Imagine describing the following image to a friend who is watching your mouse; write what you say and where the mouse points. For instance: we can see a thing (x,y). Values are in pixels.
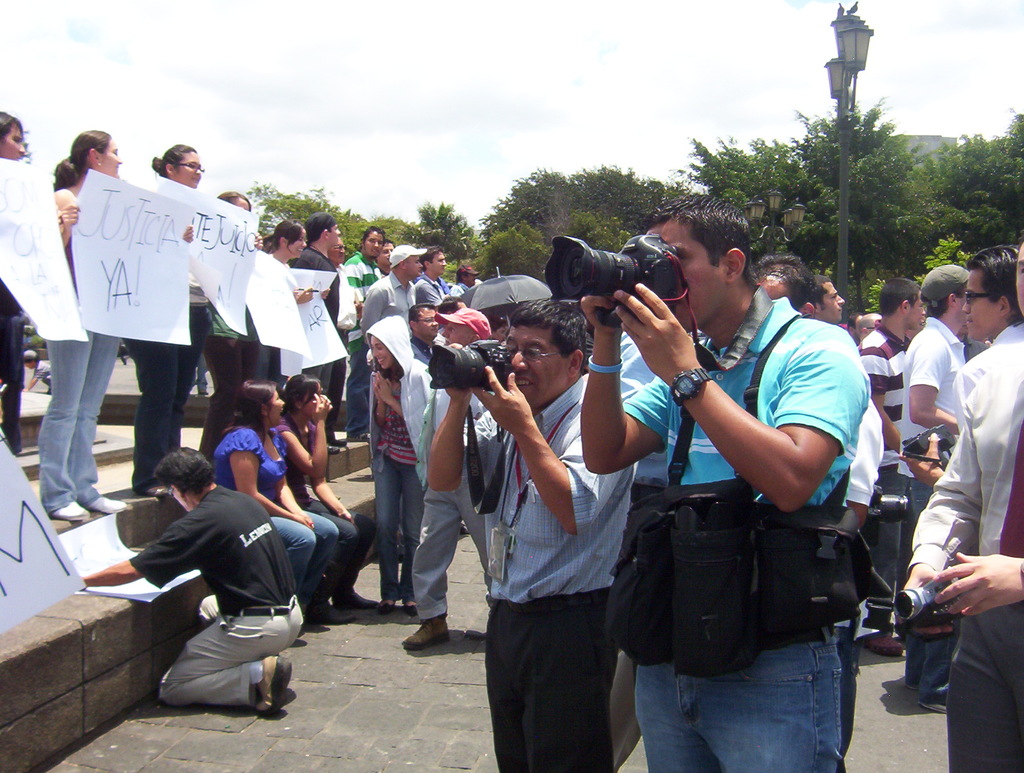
In the center of the image (552,482) two mans (600,483) are standing and holding cameras (582,291) in their hand (669,351) and wearing a bag (792,563). On the left side of the image (274,250) we can see a group of people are standing and holding a paper (216,288). On the right side of the image (896,405) some persons (900,452) are there. In the background of the image (769,209) we can see electric light poles (856,49), trees (578,228) and an umbrella (528,297) are present. At the bottom of the image (349,723) ground (318,724) is present. At the top of the image (427,84) sky (427,89) is there.
